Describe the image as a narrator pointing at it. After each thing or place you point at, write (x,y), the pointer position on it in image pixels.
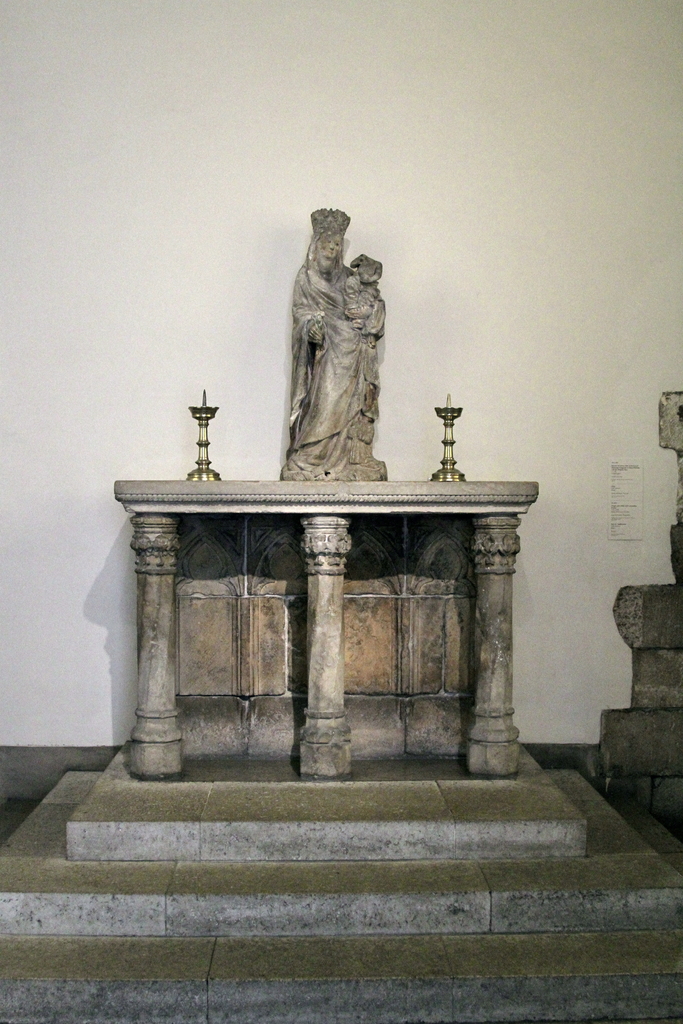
In this picture we can see a statue (356,472), lamps (441,473), pillars (481,643), steps (327,877) and in the background (454,437) we can see wall (549,340).
